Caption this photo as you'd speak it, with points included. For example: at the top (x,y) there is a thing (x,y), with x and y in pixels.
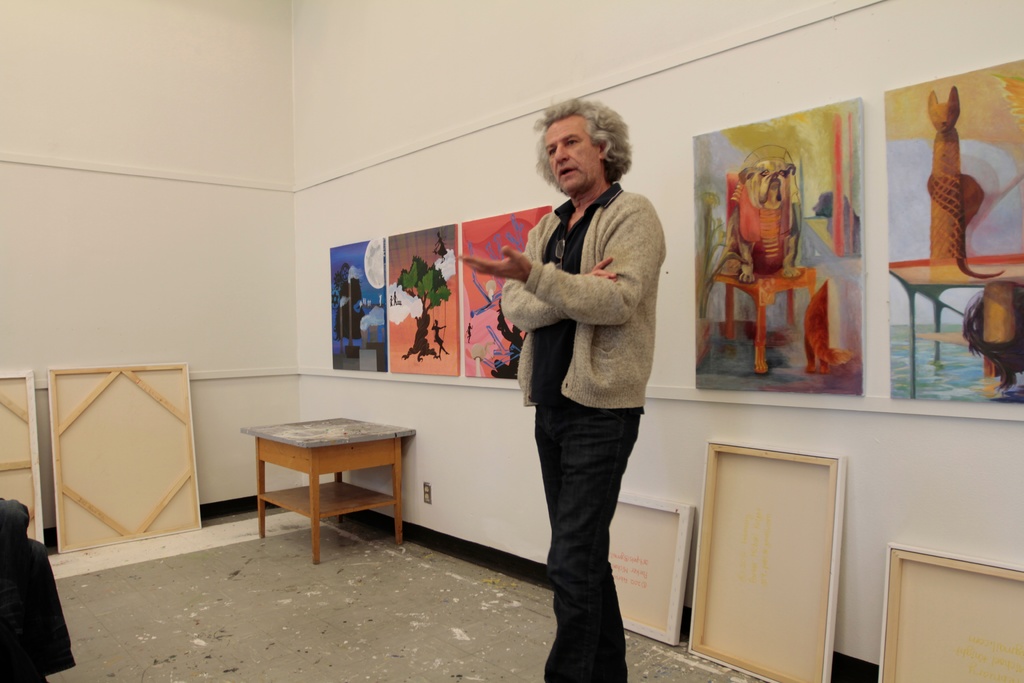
There is a person (556,375) standing in this picture in the room (544,191). There is a table (310,470) and some paintings (405,303) attached to the wall (349,167) here in the background (343,109).
